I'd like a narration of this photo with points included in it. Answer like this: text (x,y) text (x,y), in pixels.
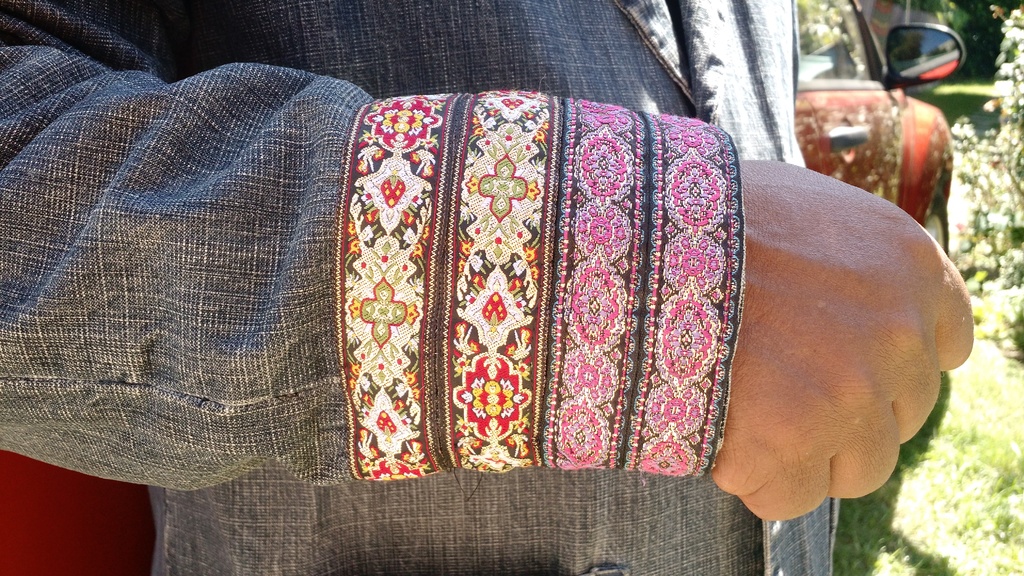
In this picture we can see a person (545,232) in the front (639,265), at the right bottom (994,522) there is grass (978,539), we can see a car (932,160) and a plant (980,151) on the right side (980,143).
